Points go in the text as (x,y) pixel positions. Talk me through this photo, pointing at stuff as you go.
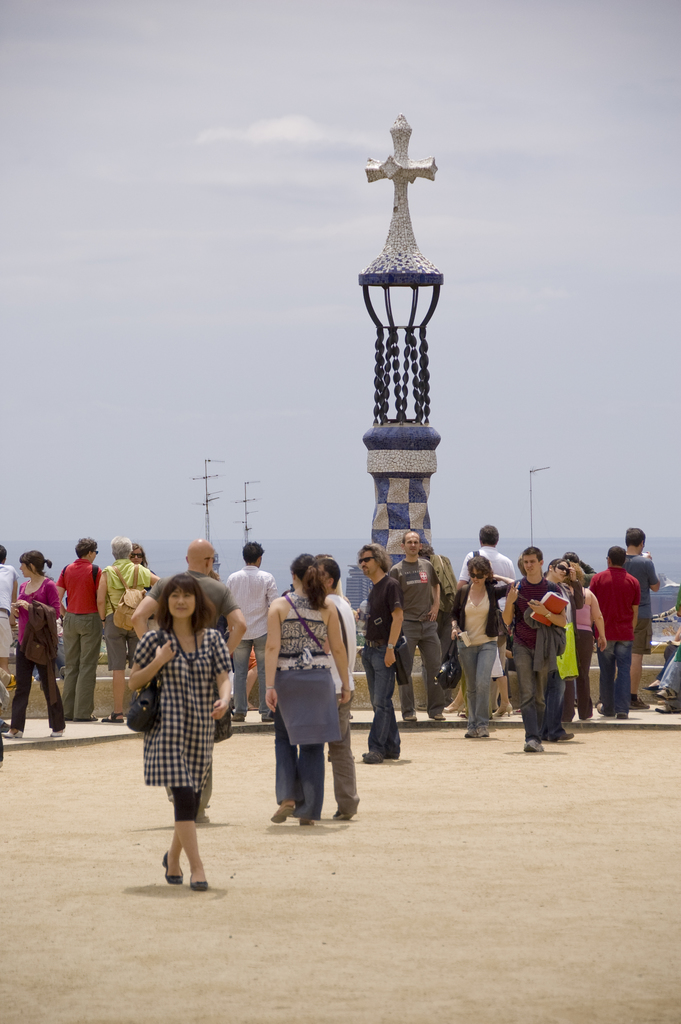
In this image I can see the ground (400,913) and number of persons (214,642) are standing on the ground (402,928). In the background (381,506) I can see a tower (388,472), few poles (246,507), the water (315,546) and the sky (304,341).
